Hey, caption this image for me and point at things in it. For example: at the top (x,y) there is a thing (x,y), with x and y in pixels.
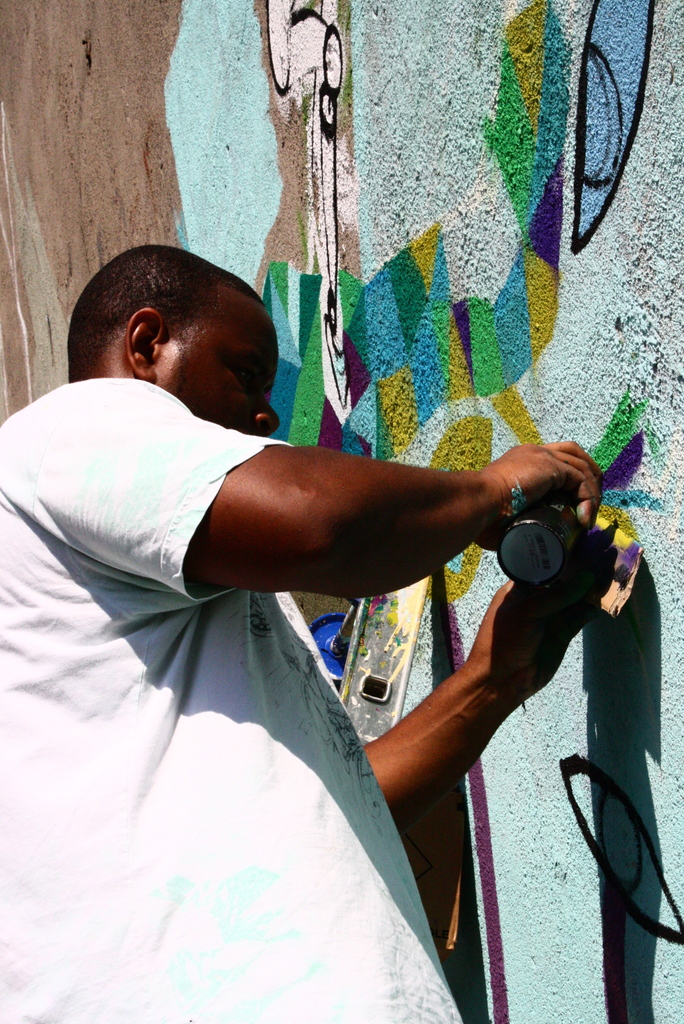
In this image I can see a person (153,780) standing and painting. The person (77,569) is wearing white color shirt (51,760), background (297,243) I can see multi color wall (196,98).
